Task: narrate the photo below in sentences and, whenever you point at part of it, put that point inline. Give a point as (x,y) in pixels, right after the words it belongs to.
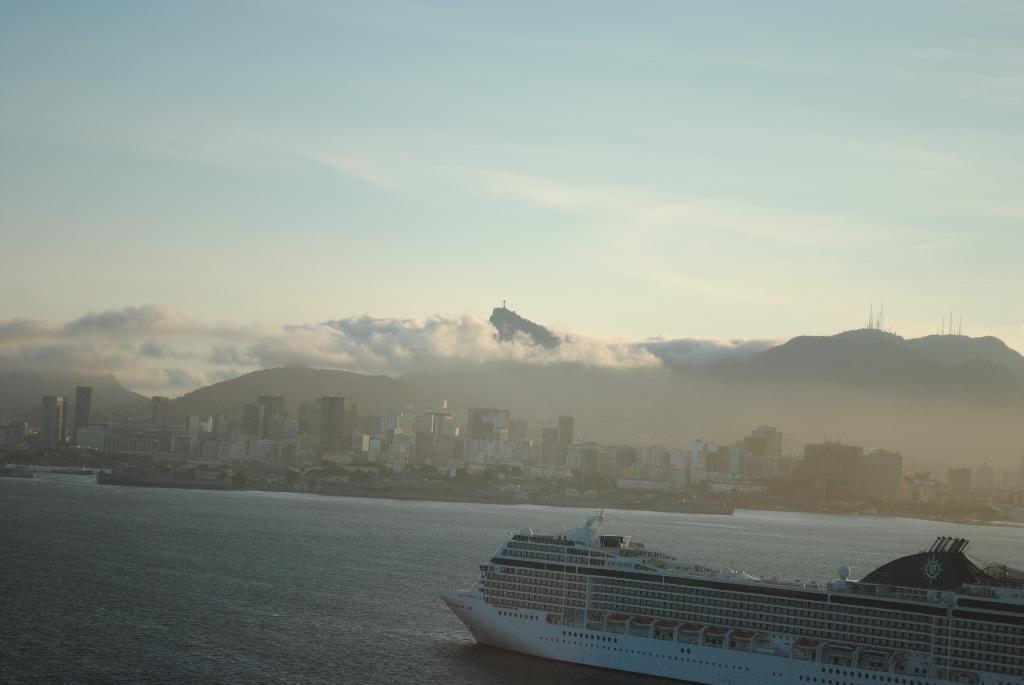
There is a ship (543,606) on the surface of water (375,579) at the bottom of this image (526,600), and there are some buildings (446,438) and mountains (232,402) in the background (383,453). There is a sky (582,197) at the top of this image (461,195).
